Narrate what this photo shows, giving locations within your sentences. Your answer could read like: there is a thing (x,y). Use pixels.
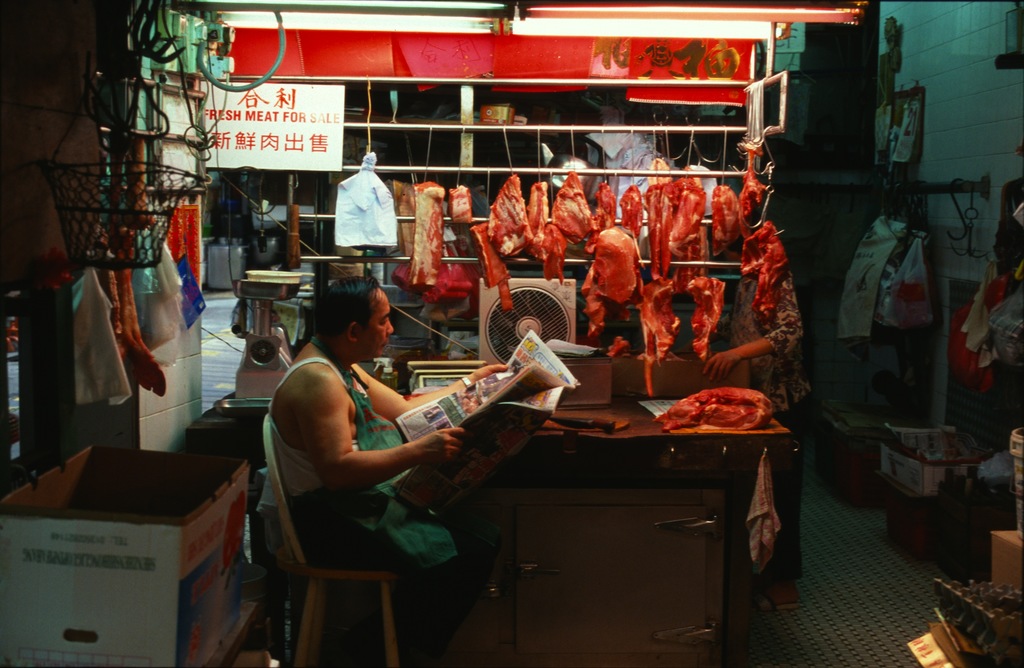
In the picture I can see a man (420,458) sitting on the chair (313,598) and he is holding the newspaper (468,403) in his hands (434,454). I can see a stock box (222,496) on the bottom left side (115,555). I can see the red meat (577,229) in the middle of the picture (628,268). I can see a weighing machine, a fan (541,314) and a piece of red meat (694,403) on the wooden drawer (653,436). There is a person (787,401) standing on the floor (867,551) on the right side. I can see the lights (377,24) at the top of the picture (707,25).
